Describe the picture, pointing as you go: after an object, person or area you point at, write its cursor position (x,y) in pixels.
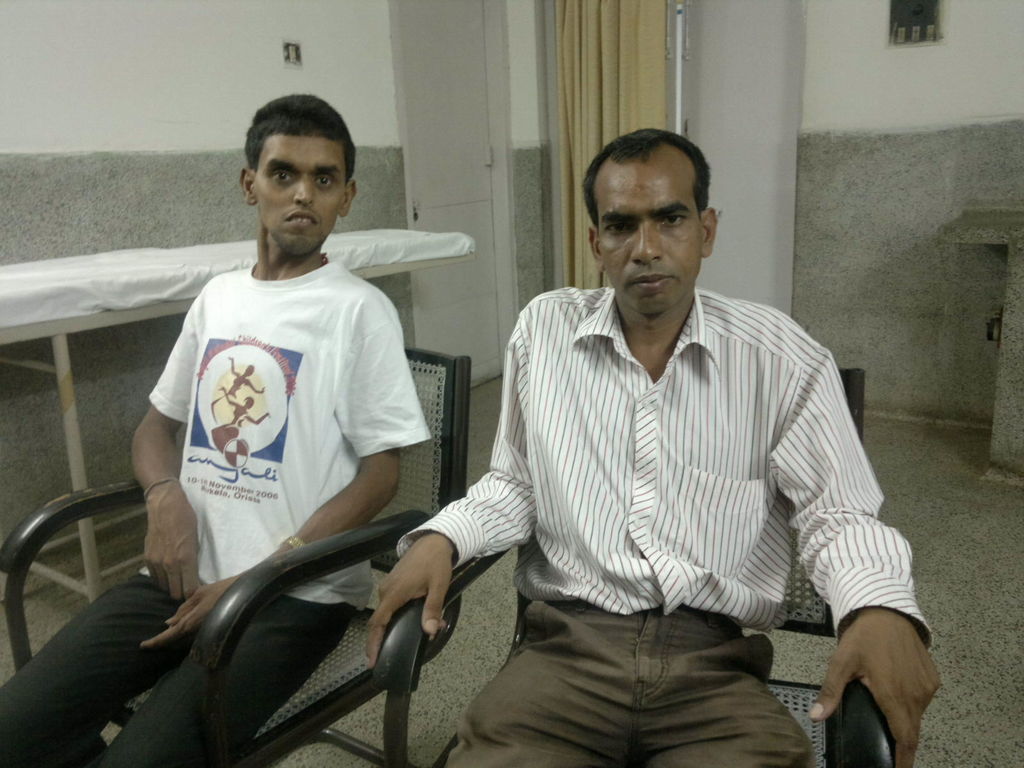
In this image we can see two men (342,467) are sitting on the chair (459,422). One man (402,419) is wearing white color t-shirt (287,392) with black pant (192,698) and the other one (685,481) is wearing shirt (652,499) with brown pant (566,682). Behind the bed (132,314) is present and curtain (610,59) is there to the white color door (717,75).
